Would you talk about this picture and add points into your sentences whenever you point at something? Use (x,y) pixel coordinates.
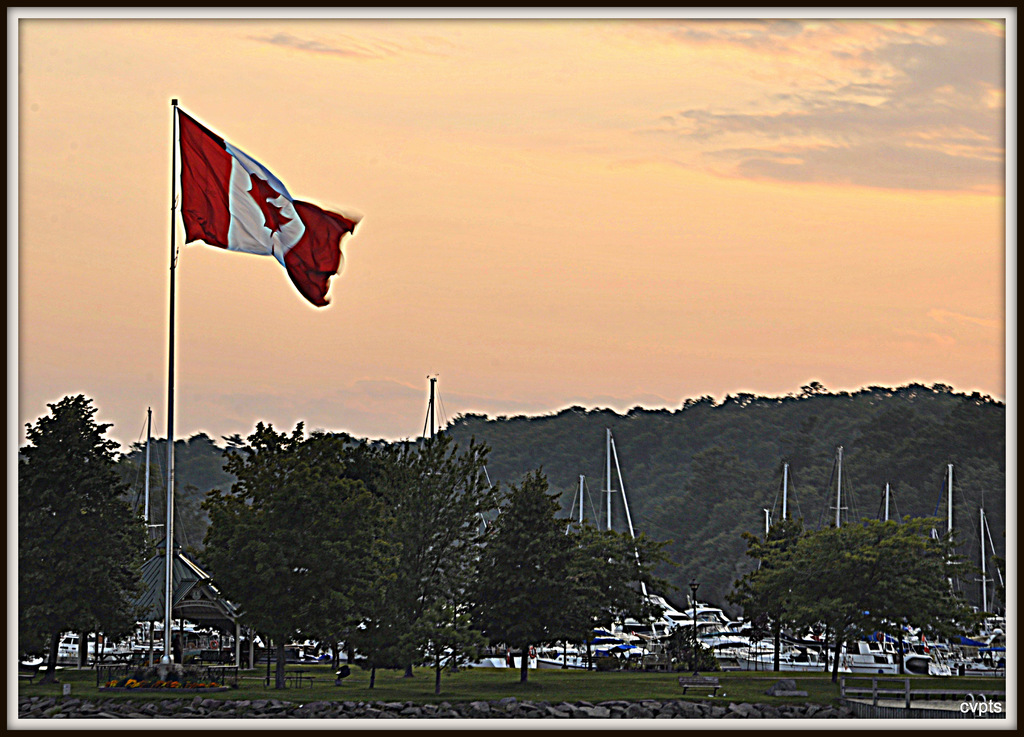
In this image we can see stones (681,710), wooden benches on the grass (453,680), trees (705,666), flag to the pole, ships (985,636), hills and the sky (677,275) with clouds (915,174) in the background (712,308). Here we can see the watermark (977,714) on the bottom right side of the image (966,700).
